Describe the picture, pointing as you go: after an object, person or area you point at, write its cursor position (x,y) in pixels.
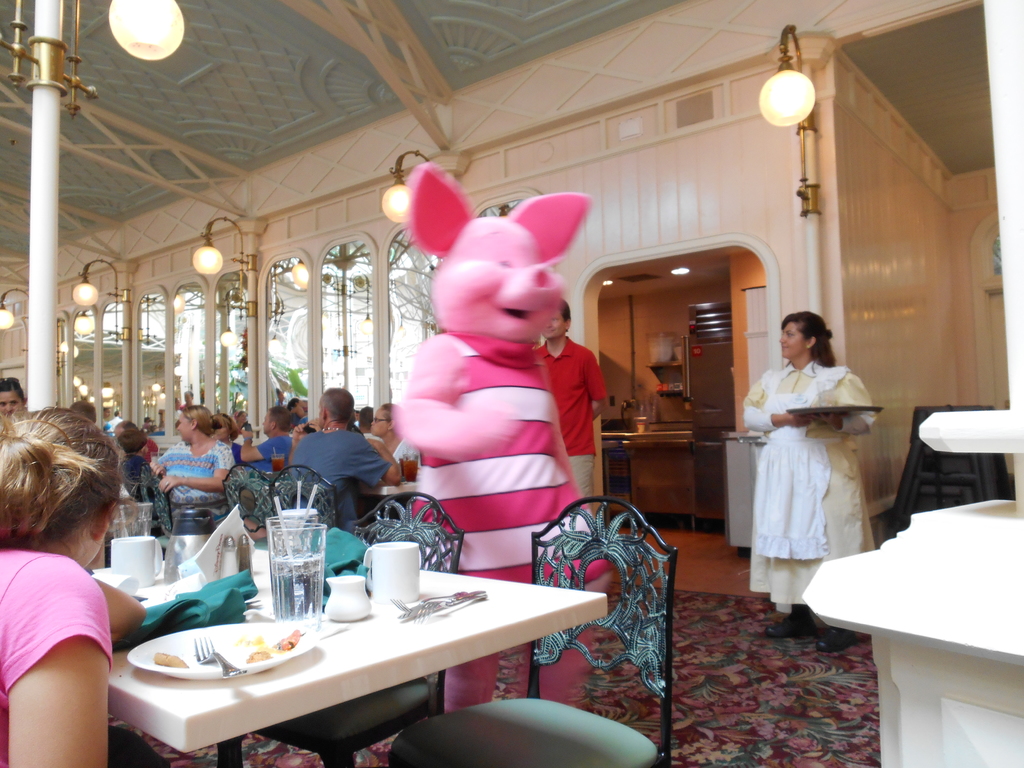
There are many people (198,445) in this picture sitting in the chair (378,702) around the tables (144,694). On the tables (270,678) there are some plates (216,643), forks (215,656), clothes (225,581), tissues (204,563), glasses (291,577) are present. There is human toy (505,347) here. In the background (664,464) there is a room (625,440) and some lights (791,91) here.
